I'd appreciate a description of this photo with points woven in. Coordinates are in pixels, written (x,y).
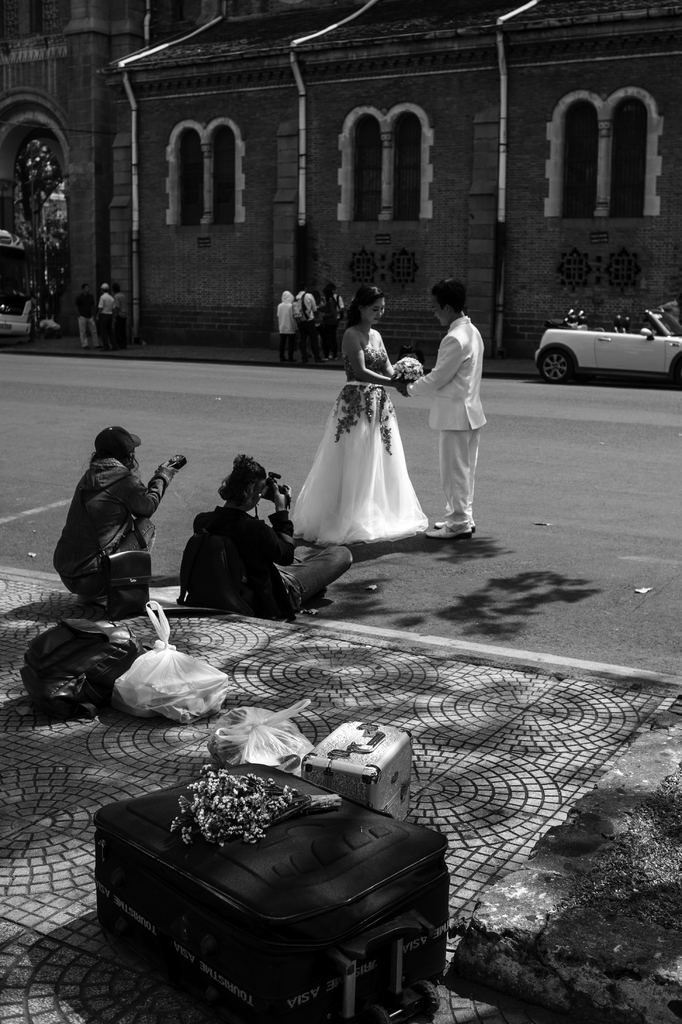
This is a black and white image and in the center of the image (364,381), we can see a bride (365,399) and a bridegroom (446,402) holding an object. In the background (130,190), there are buildings (297,222), poles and we can see some vehicles (587,334) on the road (563,523) and in the front (136,555), we can see people (127,527) and some are holding cameras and there are some covers (255,756), packets (240,730) and bags (324,789) on the sidewalk (511,823).
